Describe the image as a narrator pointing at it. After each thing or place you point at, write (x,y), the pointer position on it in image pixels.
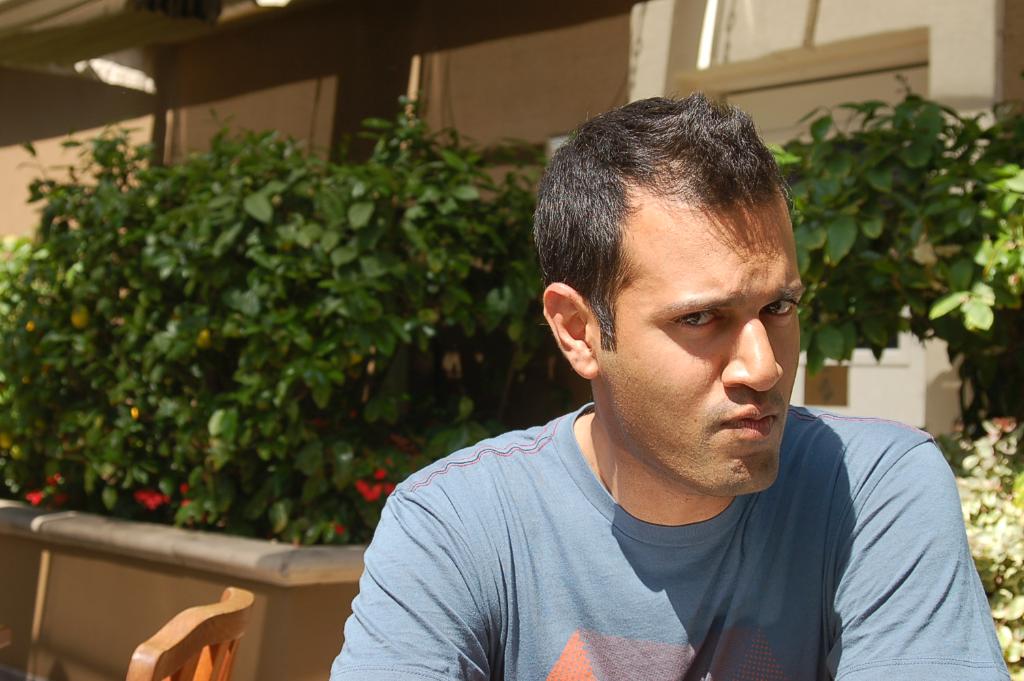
In this image in the front (568,440) there is a person (605,491). In the background (444,250) there are plants (346,250) and there is a building (820,93).
